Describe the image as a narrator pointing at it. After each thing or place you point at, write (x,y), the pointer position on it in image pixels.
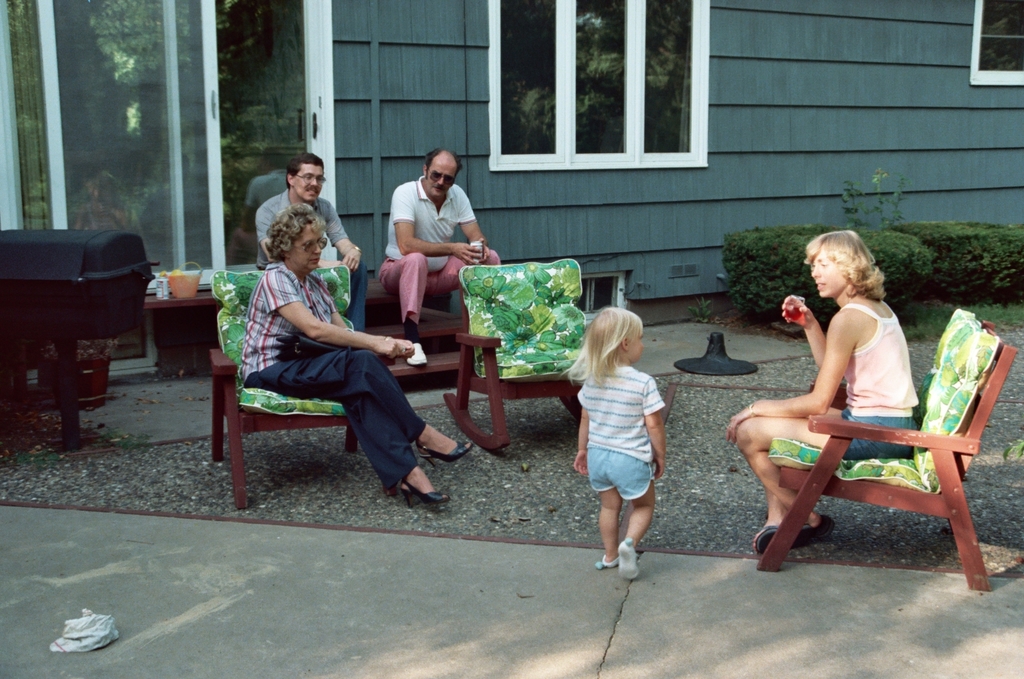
In this picture we can see woman (848,305) sitting on chair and two man (312,202) sitting on some platform (374,298) where the girl (630,425) is walking towards them and in background (160,105) we can see glass door (267,40), window (640,56), wall (892,63), trees (807,235).
